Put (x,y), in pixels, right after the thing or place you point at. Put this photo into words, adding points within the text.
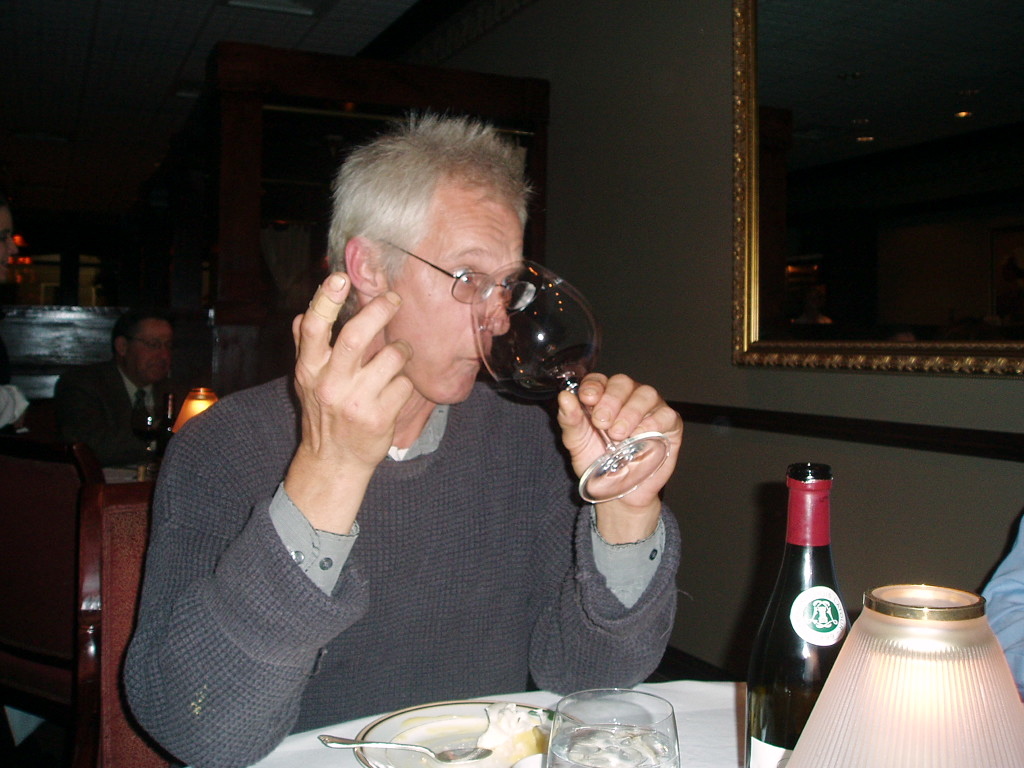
The person (417,546) wearing a gray sweater (417,546) is drinking and there is a table (491,720) in front of him, The table (480,738) consists of a plate (469,724), spoon (428,749), glass (645,758), lamp (866,690) and bottle (846,628).
